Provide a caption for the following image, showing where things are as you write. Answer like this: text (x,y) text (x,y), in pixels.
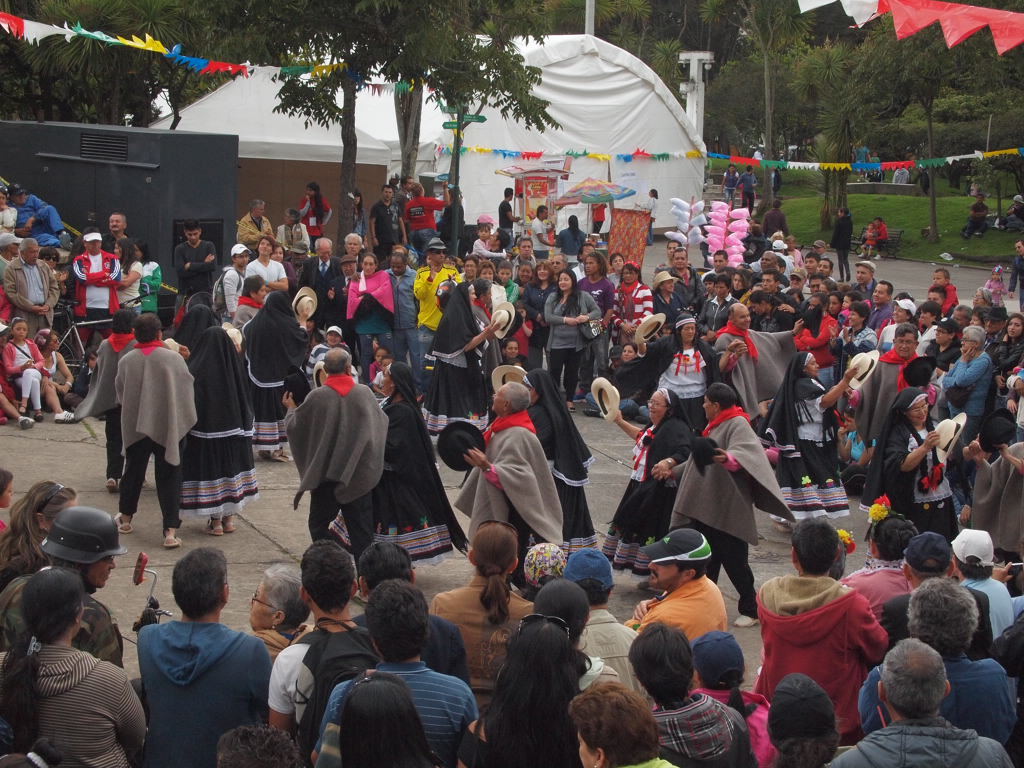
In this image there are people (858,337) standing, in the middle (465,455) few people (392,433) are dancing, in the background (475,143) there are tents (251,120) and trees (810,90).
